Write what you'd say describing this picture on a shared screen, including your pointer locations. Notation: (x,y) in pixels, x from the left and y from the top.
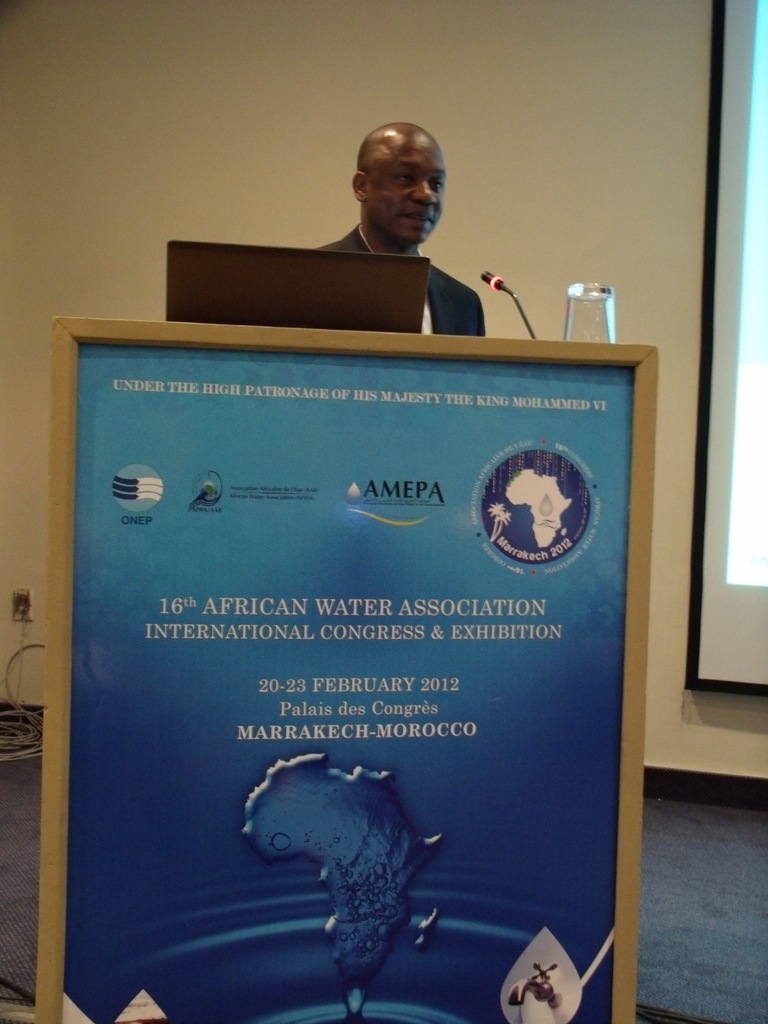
In this image, we can see a banner (273,698). In the banner (273,698), we can see some figures (283,764) and text (241,615). Here we can see a person (404,161) is talking in-front of a microphone (488,278). Here we can see glass (572,313) and laptop (383,319). Background (524,90) there is a wall (572,147). On the right side of the image (732,417), we can see the screen (716,542) and floor (687,903). Left side of the image (10,676), we can see wires (37,718) and socket (22,611).
